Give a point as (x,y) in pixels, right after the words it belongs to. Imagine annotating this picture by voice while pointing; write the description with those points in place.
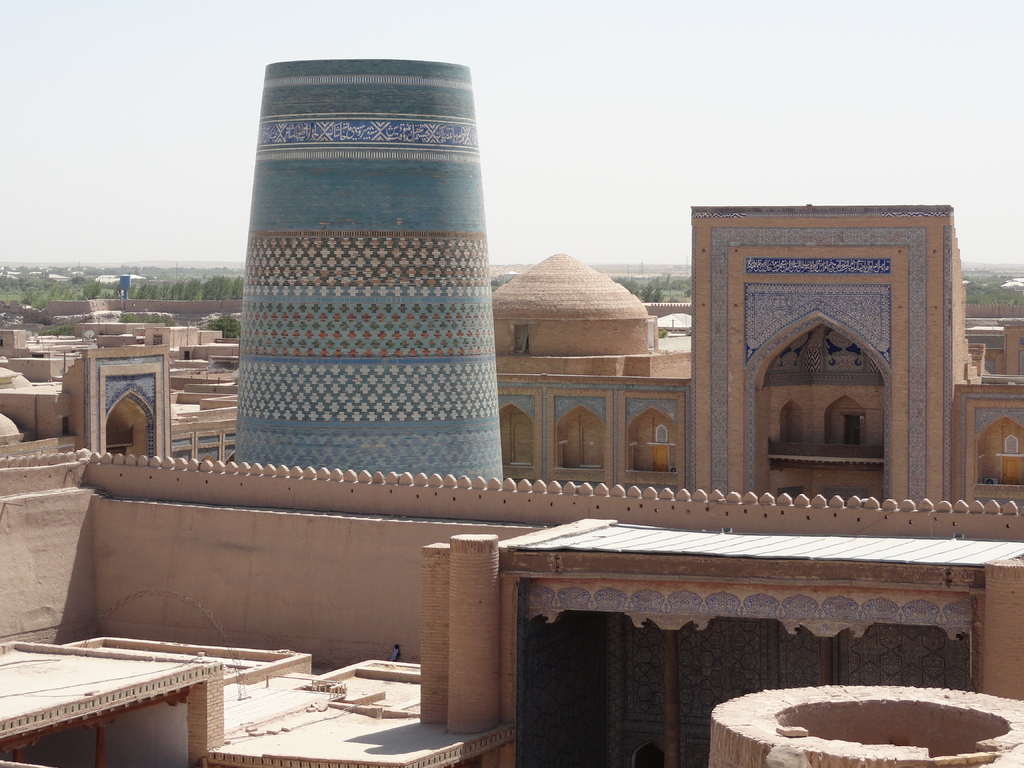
In this picture, it seems to be a building (336,311) in the image and there are arches (806,327) in the image, there are houses (195,413) in the image and there are trees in the background area of the image (71,269).
